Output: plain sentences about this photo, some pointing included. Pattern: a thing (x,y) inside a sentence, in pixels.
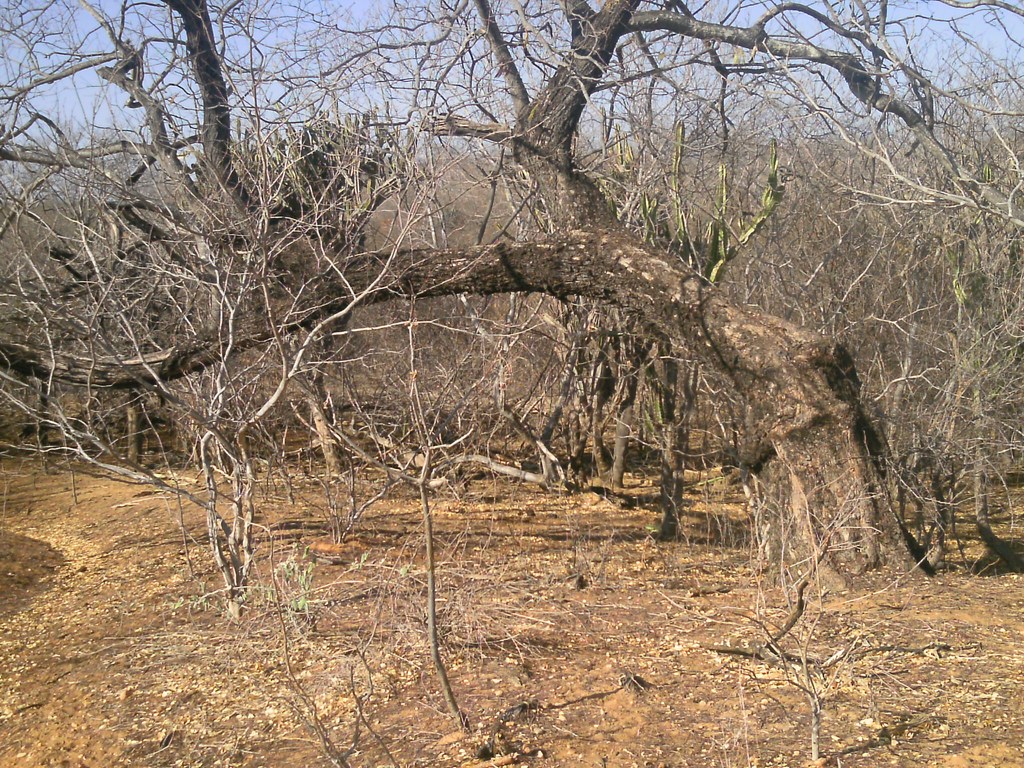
In this image trees (516,314), ground (534,592) and sky (336,60).
